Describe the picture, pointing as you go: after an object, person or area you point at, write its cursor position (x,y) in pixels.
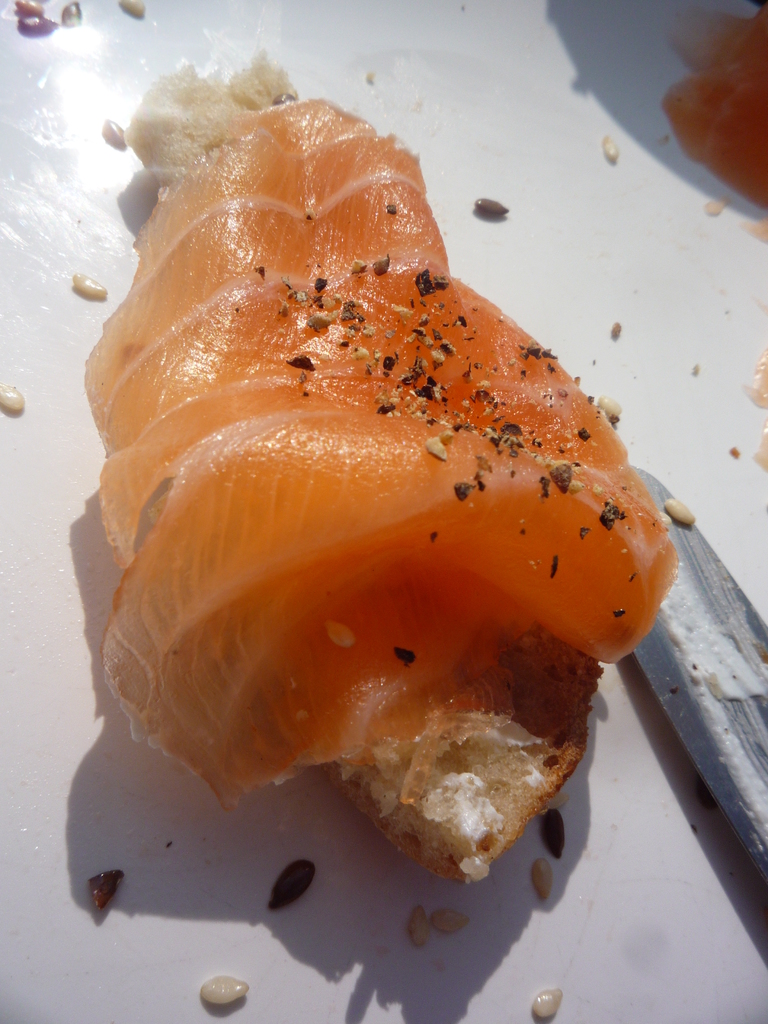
In this image we can see food (317,427) placed in plate (517,868).
